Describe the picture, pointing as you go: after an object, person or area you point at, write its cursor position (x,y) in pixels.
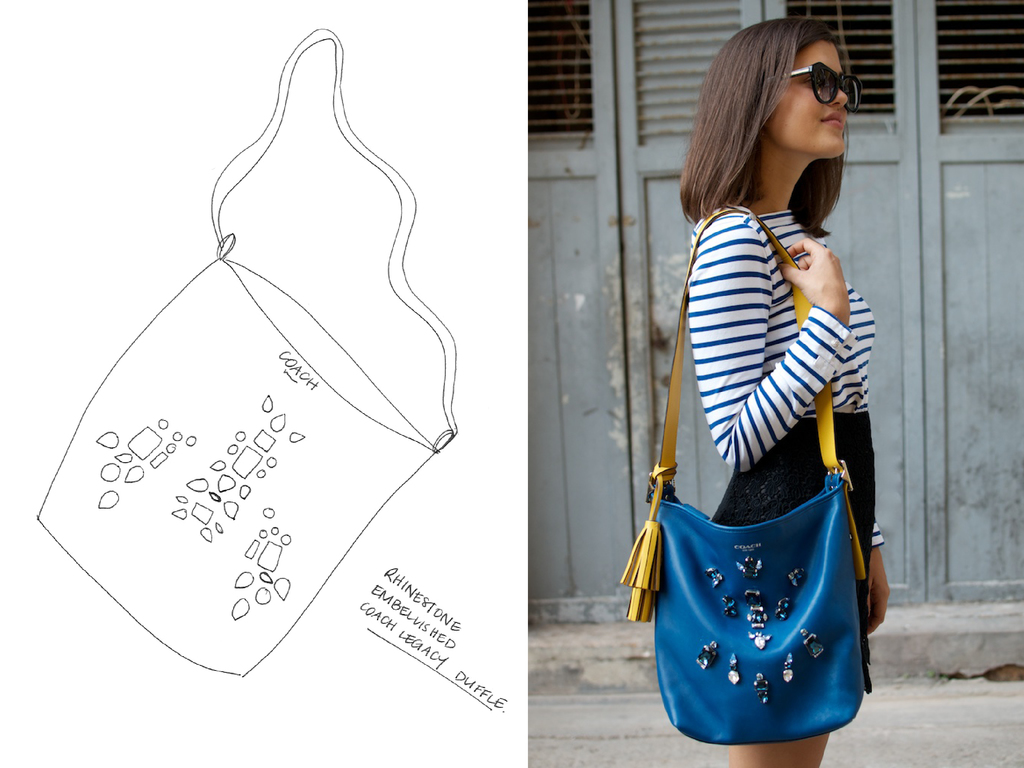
On the right (870,539) we can see one woman (779,236) standing and holding handbag (802,606). And coming to back we can see door (897,339). The left we can see paper (438,286) written as "Coach".
